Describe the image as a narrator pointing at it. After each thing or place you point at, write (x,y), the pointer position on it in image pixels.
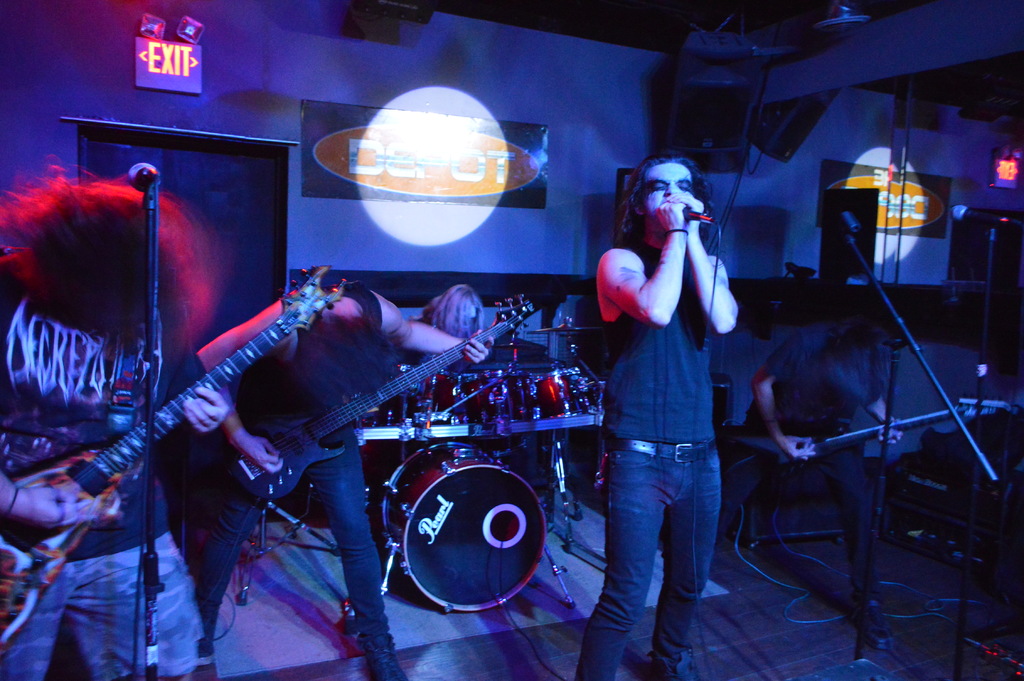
In this image, we can see few peoples (64,508) are playing a musical instrument (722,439). And the middle, the person (669,342) is holding microphone (692,219). At the background (913,204), there are so many items (388,142) we can see. Here there is a exit (160,71).
